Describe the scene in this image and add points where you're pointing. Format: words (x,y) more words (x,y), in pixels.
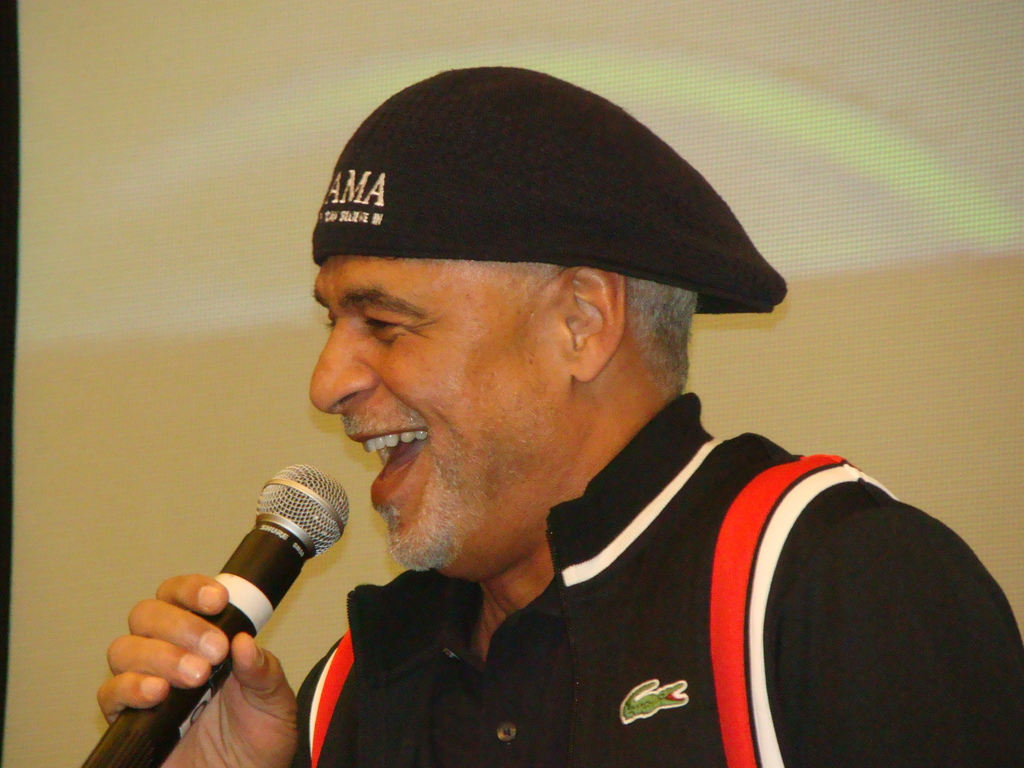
There is a man (582,536), he is holding a mic (296,550) in his hand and his expression is very cheerful and he is wearing a hat (562,211).
